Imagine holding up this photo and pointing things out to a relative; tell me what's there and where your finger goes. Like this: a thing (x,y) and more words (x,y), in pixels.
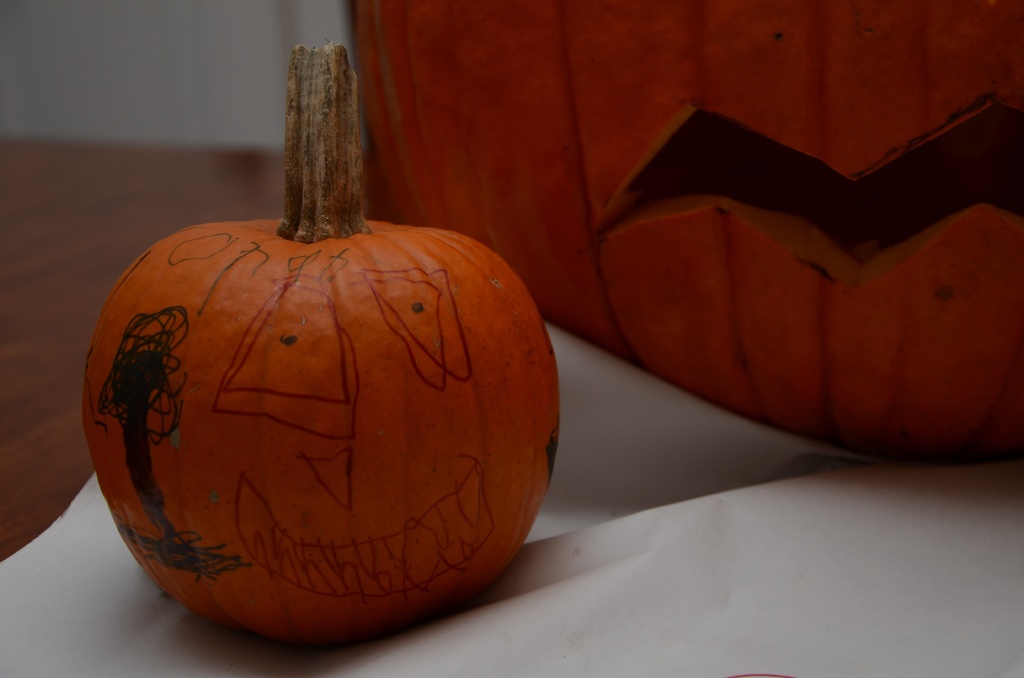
In this picture we can see pumpkins (350,306) on top of the paper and the paper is on the wooden surface (61,226). In the top left corner of the image (111,64), it looks like a wall (115,35).
